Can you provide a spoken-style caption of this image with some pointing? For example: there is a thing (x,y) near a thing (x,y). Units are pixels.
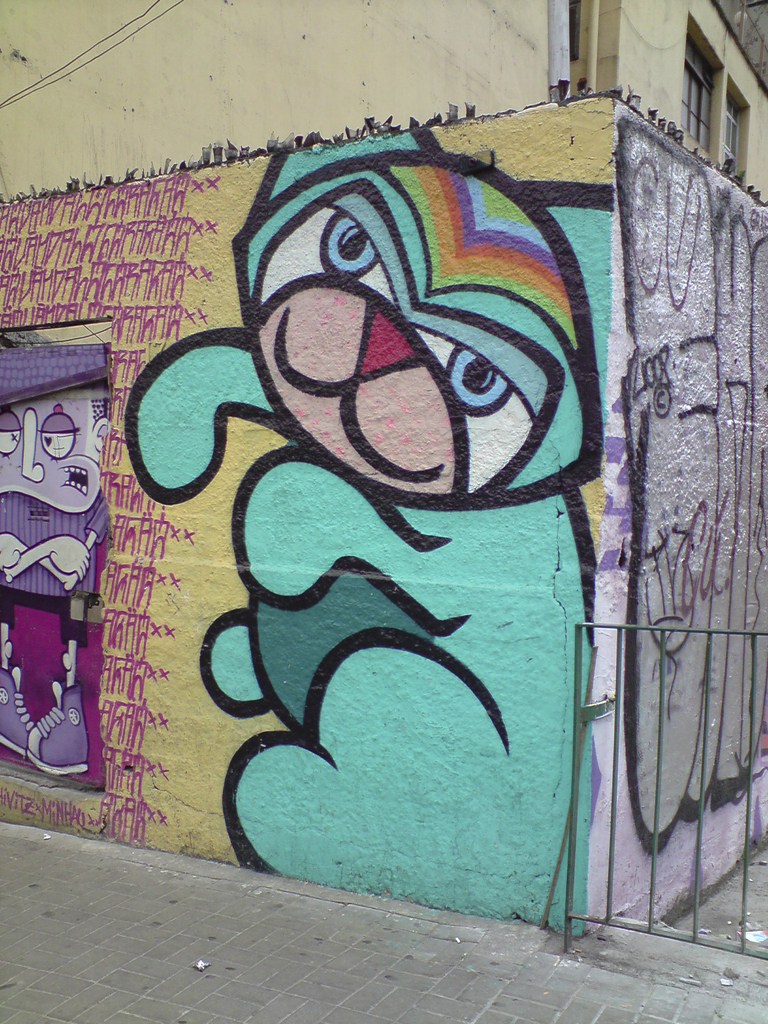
We can see graffiti (542,331) on the wall (565,464) and gate (670,630) and we can see windows (708,120), wires (84,53) and pole (559,44).
